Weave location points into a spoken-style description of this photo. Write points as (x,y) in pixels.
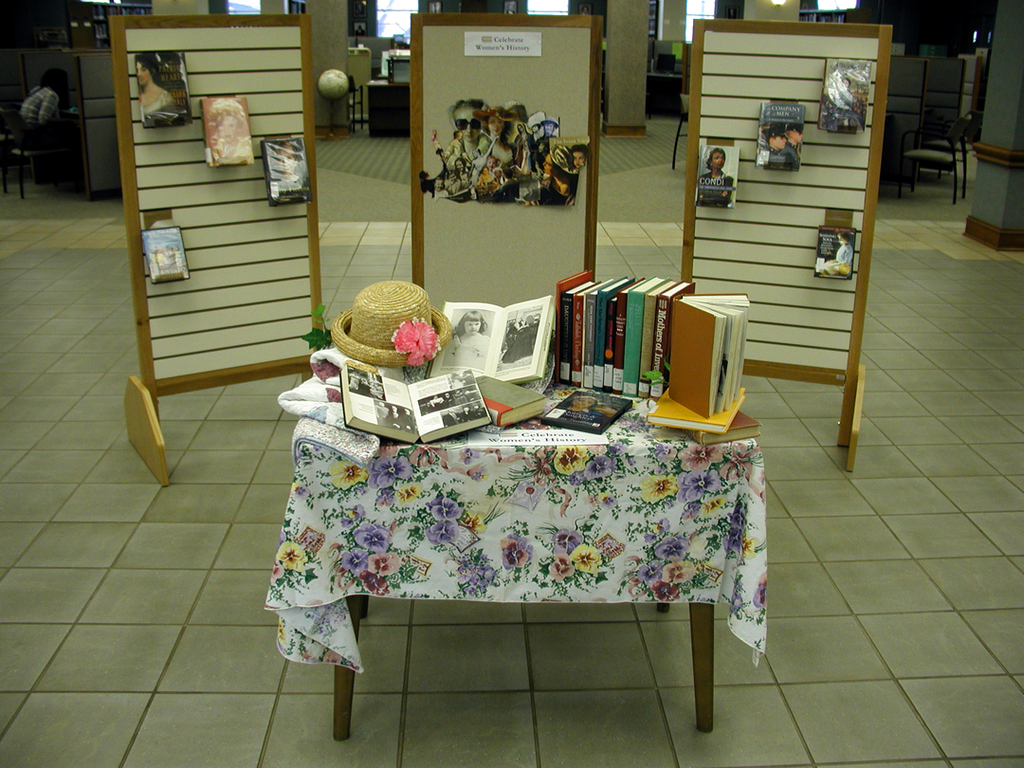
In this image i can see inside view of a building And front there is a table (471,468), on the table (438,464) there is a colorful cloth (457,478) kept on that and there are some books (472,337) and a hat (378,314) kept on the table (437,405), back ground (525,163) i can see a boards (733,261) and there are books (769,120) and a collage (497,151) attached to the boards (478,215) and the right side (934,160) I can see a chairs (919,150) kept on the floor (941,236) and there is a beam (993,185) and on the right side (989,199). And a person (37,113) sitting on the chair (29,154) on the left side (24,107).
